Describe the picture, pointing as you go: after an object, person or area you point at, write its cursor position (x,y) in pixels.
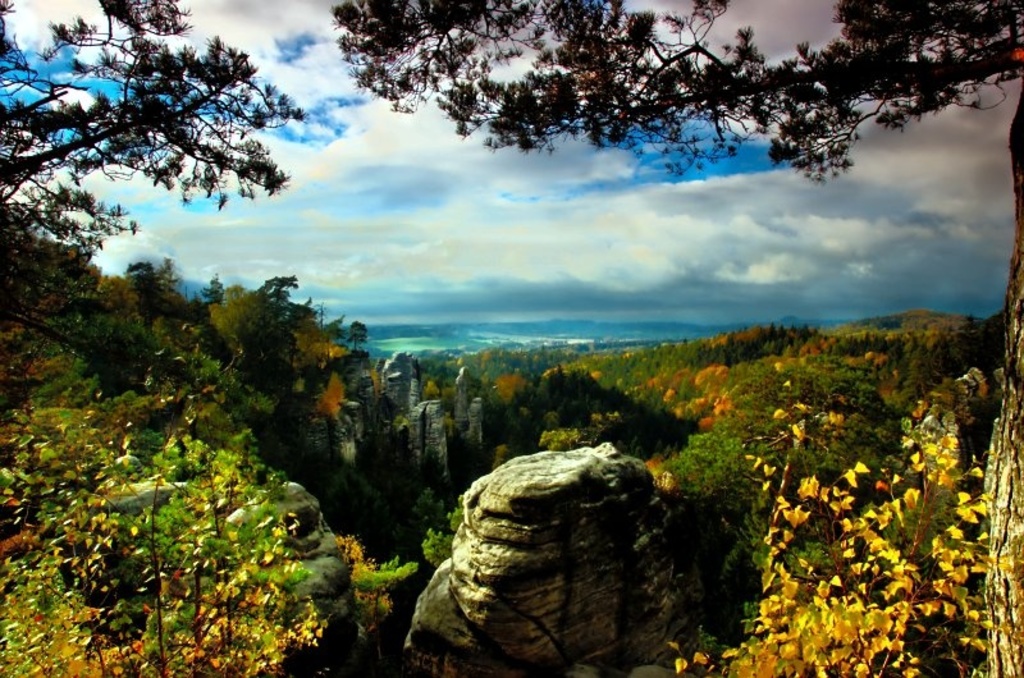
In this image there are trees (35,473), hills (564,467), and in the background (614,259) there is sky (340,257).
